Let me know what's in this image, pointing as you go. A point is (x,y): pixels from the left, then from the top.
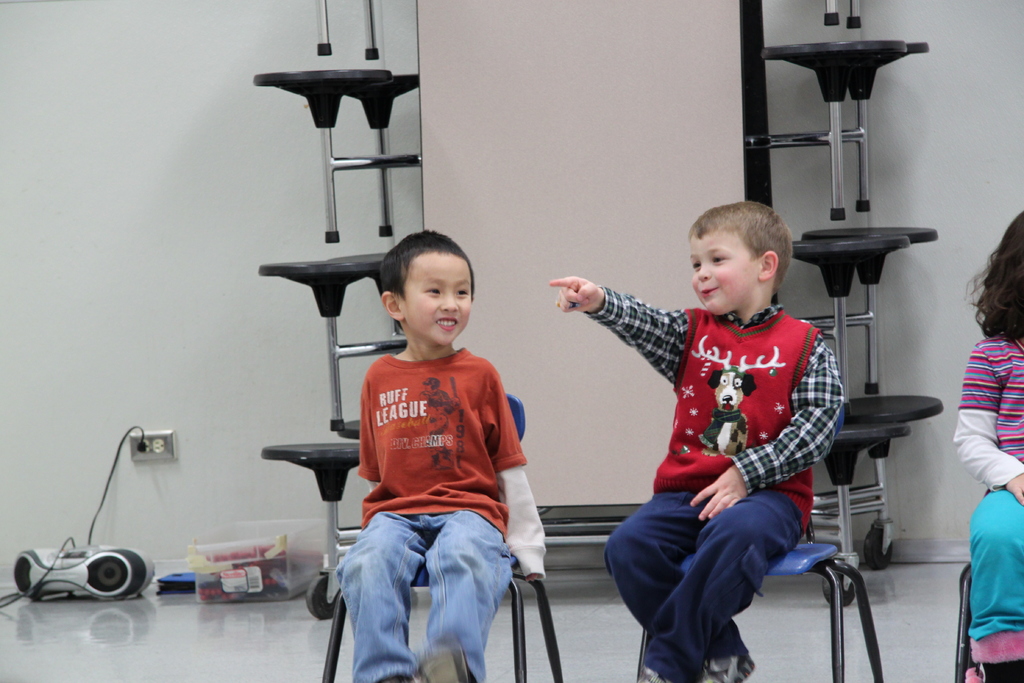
In this picture there is a boy (443,453) who is wearing an orange t shirt (447,456) is sitting on the chair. There is another boy (754,396) who is also wearing a red t shirt (725,433) is sitting on the chair (809,527). To the right (992,426), there is a girl (994,447) who is wearing a multi color t shirt (1011,401) and is also sitting on the chair (961,591). At the background (130,575), there is a tape recorder (111,560). There is a box (229,576).
